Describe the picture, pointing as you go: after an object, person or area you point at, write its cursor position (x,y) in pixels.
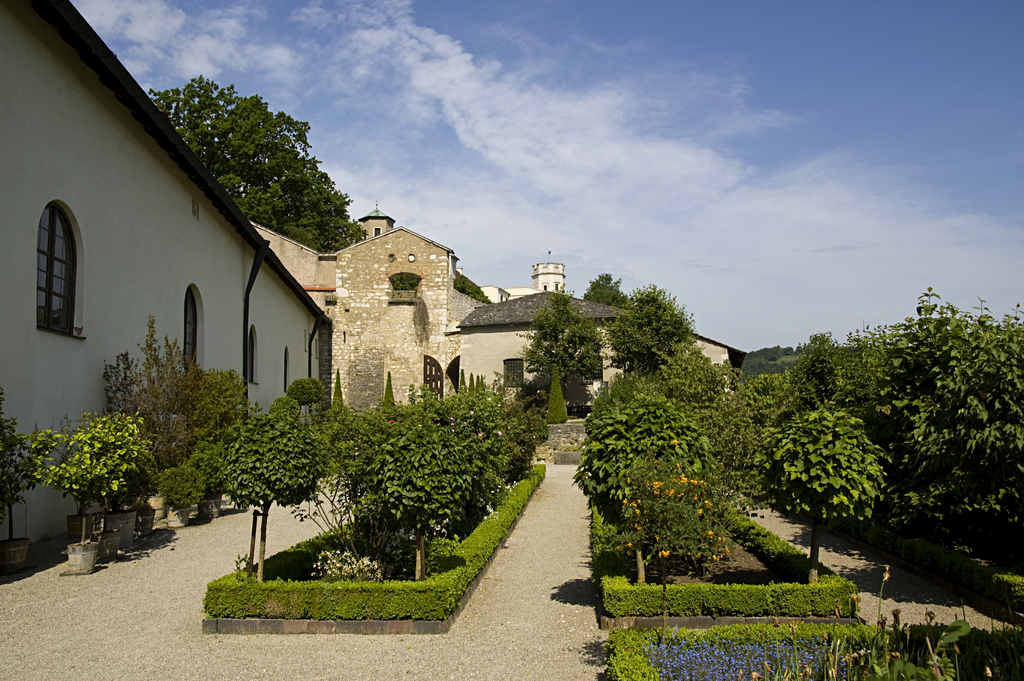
In this picture we can see houseplants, plants (341,572) on the ground (585,517) and in the background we can see buildings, trees (845,355), sky (755,30).
